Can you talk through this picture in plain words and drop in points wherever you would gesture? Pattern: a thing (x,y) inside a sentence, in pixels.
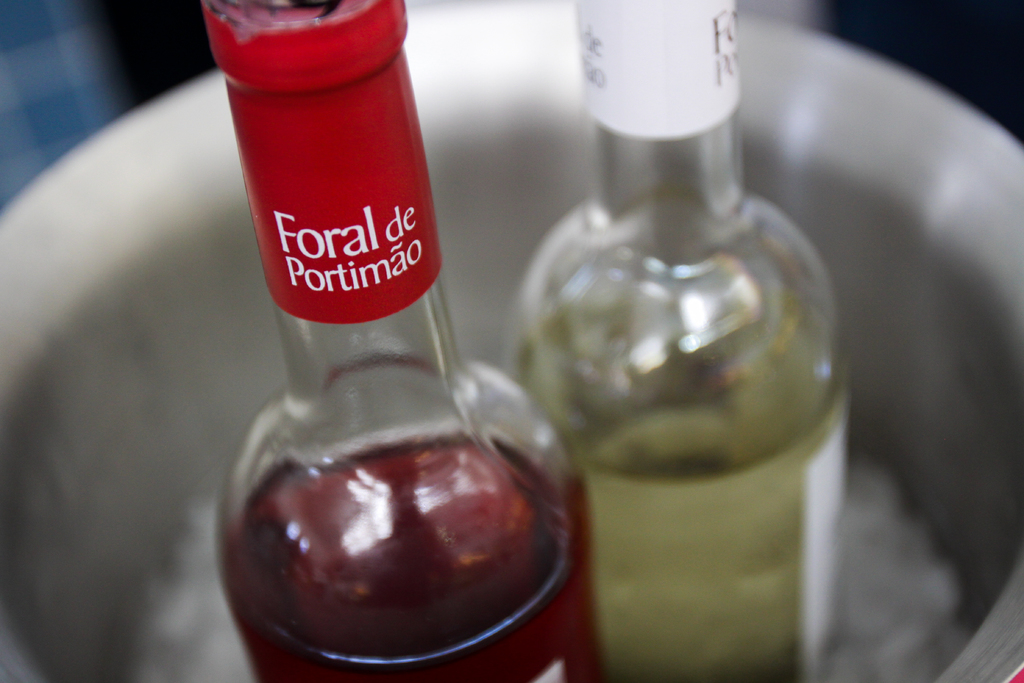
2 bottles (722,299) in a container (935,512).
